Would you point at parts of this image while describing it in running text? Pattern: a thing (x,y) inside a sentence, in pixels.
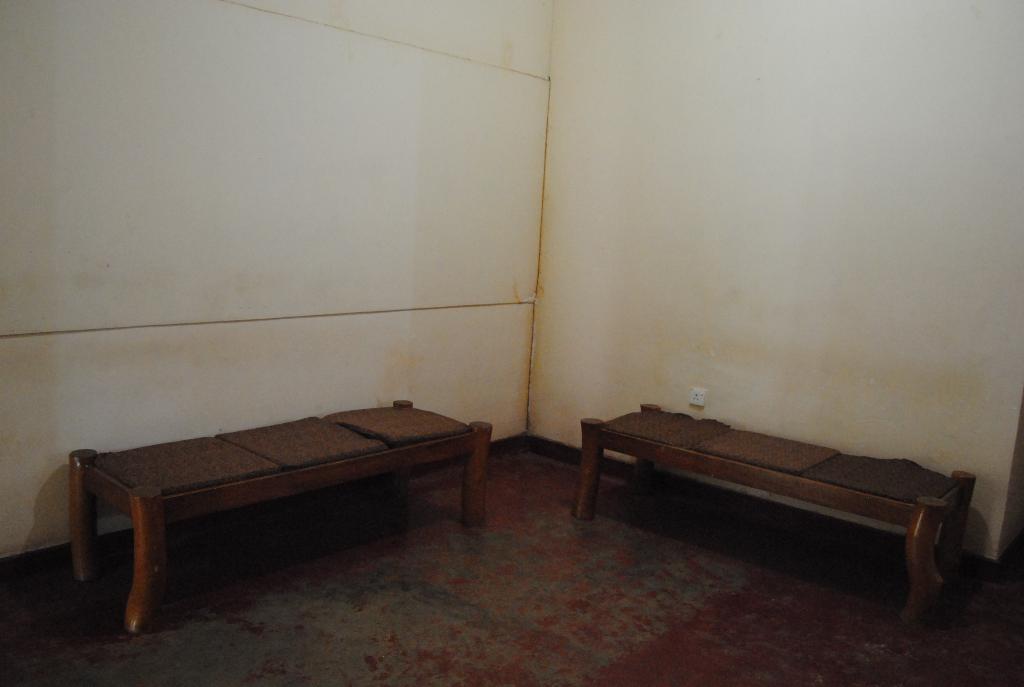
In this image we can see two benches (279,439), also we can see a power socket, and the walls (539,188).
